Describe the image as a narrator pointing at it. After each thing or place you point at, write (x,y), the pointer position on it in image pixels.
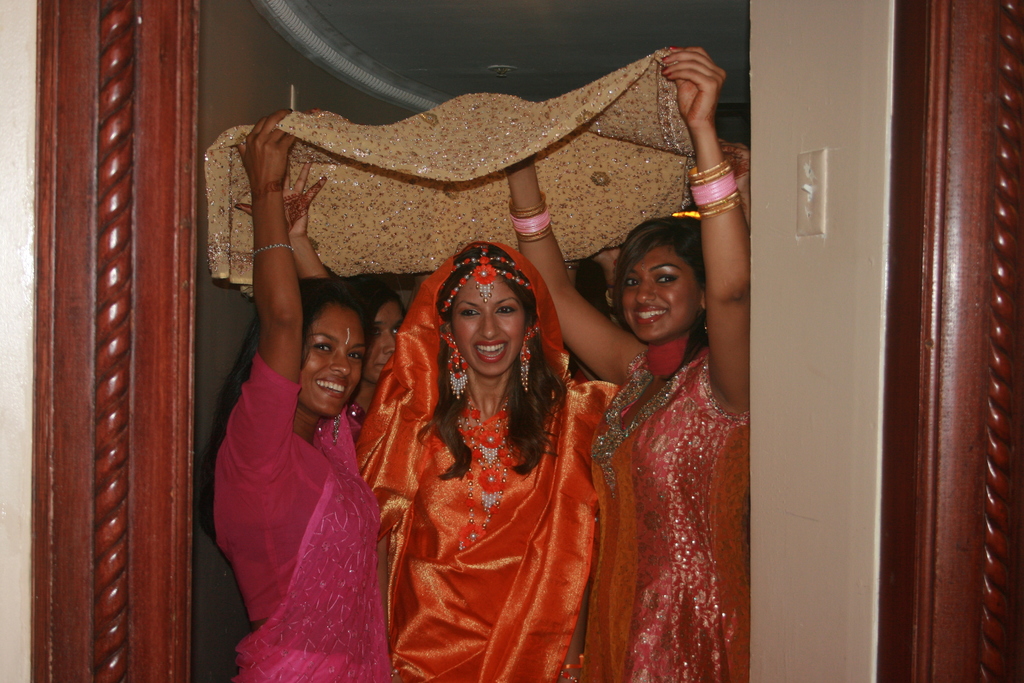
In the image there are few women (721,232) standing and holding a cloth (403,153) above under a bride (536,368) in orange dress (477,475), they are standing in between an entrance door (99,306).
